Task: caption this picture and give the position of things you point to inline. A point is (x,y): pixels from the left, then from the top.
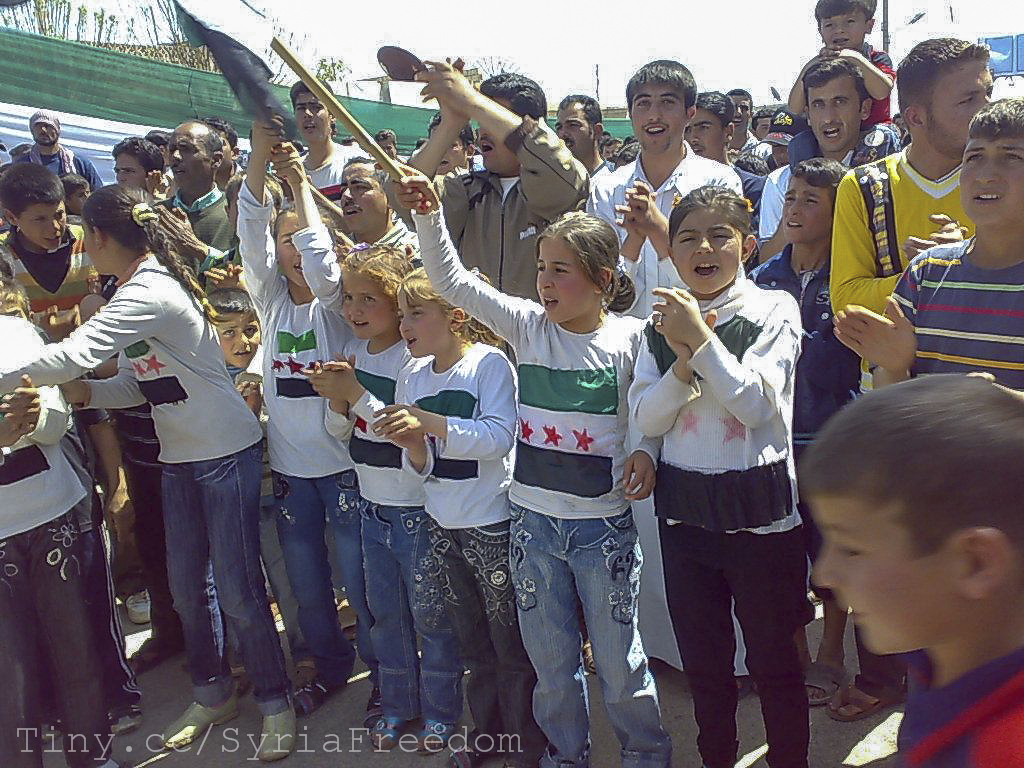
In this image we can see a group of people (588,437) standing on the road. In that a girl (302,375) is holding the flag (224,67) with a stick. On the backside (178,90) we can see the flag (137,105), a pole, some plants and the sky (283,74).
